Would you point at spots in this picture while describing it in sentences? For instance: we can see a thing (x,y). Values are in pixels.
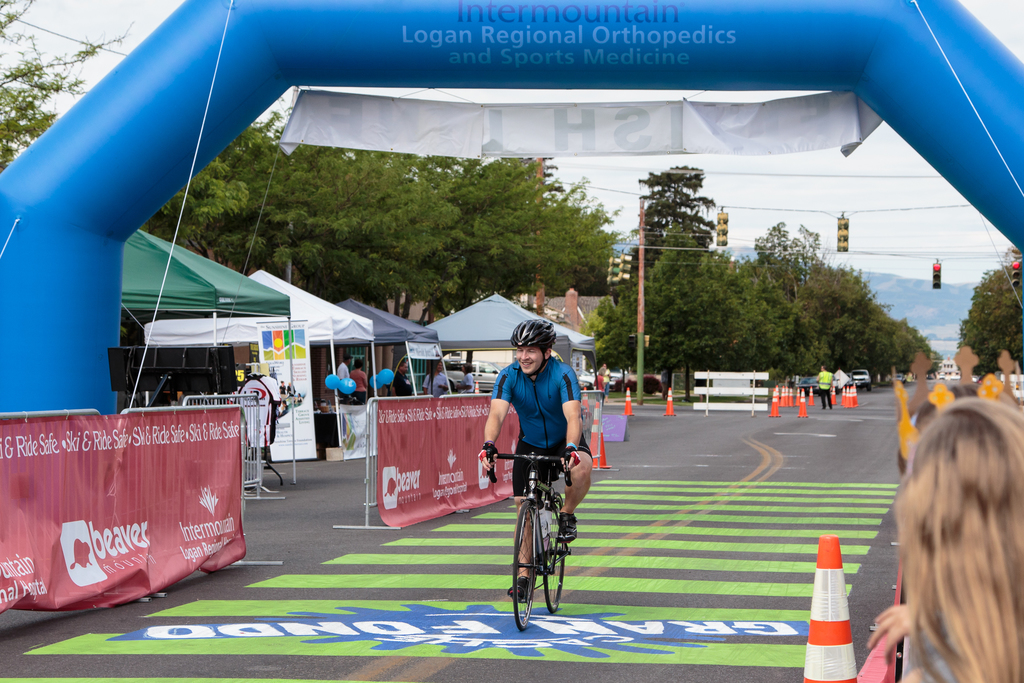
In this image we can see a man (539,438) is cycling on the road (503,656). Background of the image (706,328) stalls (255,324), poles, wires (756,173) and trees (736,315) are there. Left side of the image (251,477) barriers (420,461) are there. At the top of the image (221,25) blue color thing (480,54) is there with one banner (781,106). Right bottom of the image (942,565) one person (956,550) is there and we can see orange color road dividers (852,407).
